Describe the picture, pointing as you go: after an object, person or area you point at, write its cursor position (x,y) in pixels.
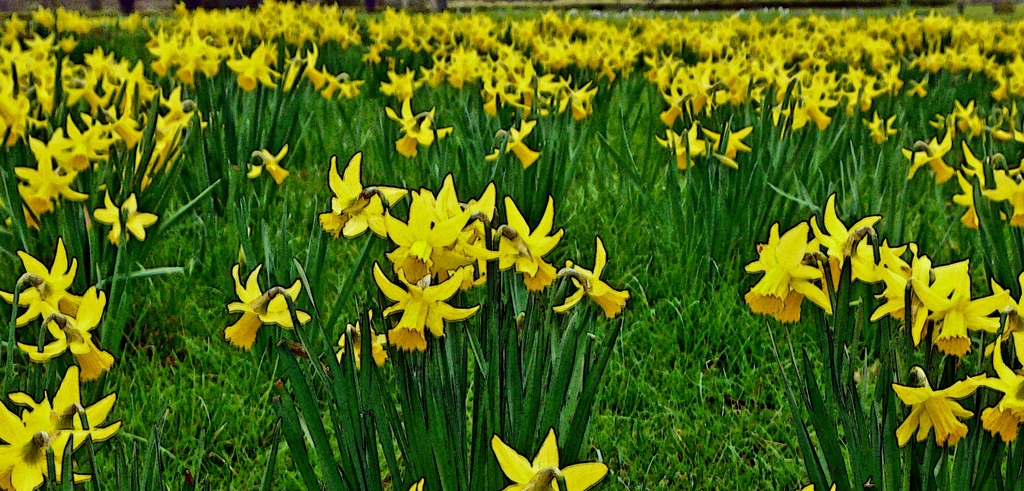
In this image we can see yellow color flowers plants (905,287). Here we can see the grass (202,389) and this part of the image is blurred.
